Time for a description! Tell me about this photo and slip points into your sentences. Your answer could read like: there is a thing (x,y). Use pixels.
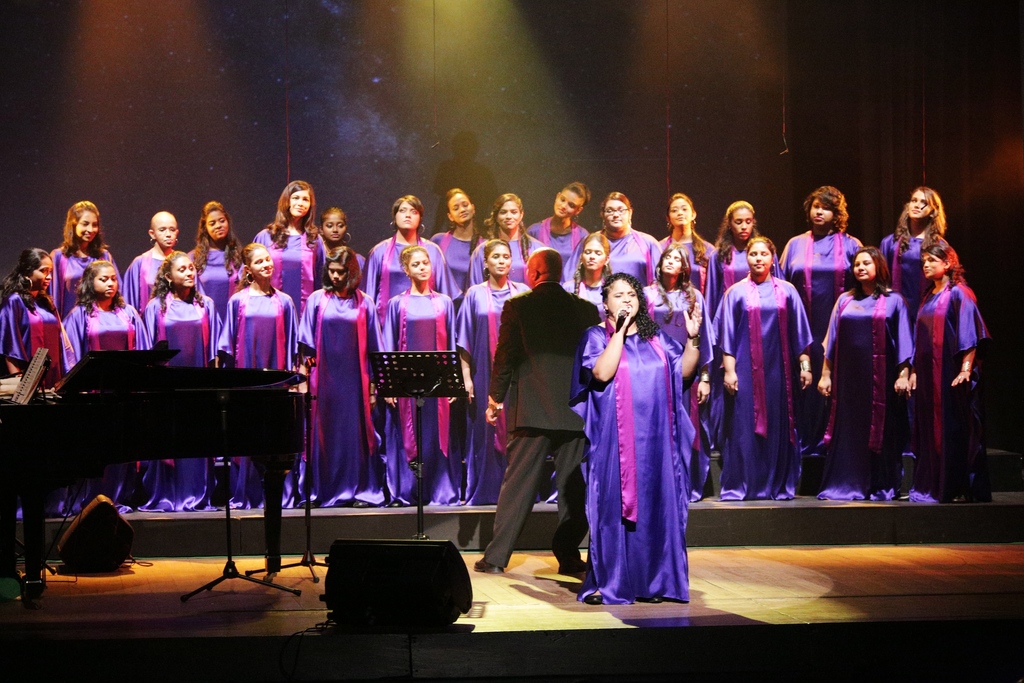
In this picture we can see some people (472,341) standing, a woman (658,495) in the front (648,387) is holding a microphone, on the left side (239,419) there is a piano (178,431), we can see a stand (421,382) here.
